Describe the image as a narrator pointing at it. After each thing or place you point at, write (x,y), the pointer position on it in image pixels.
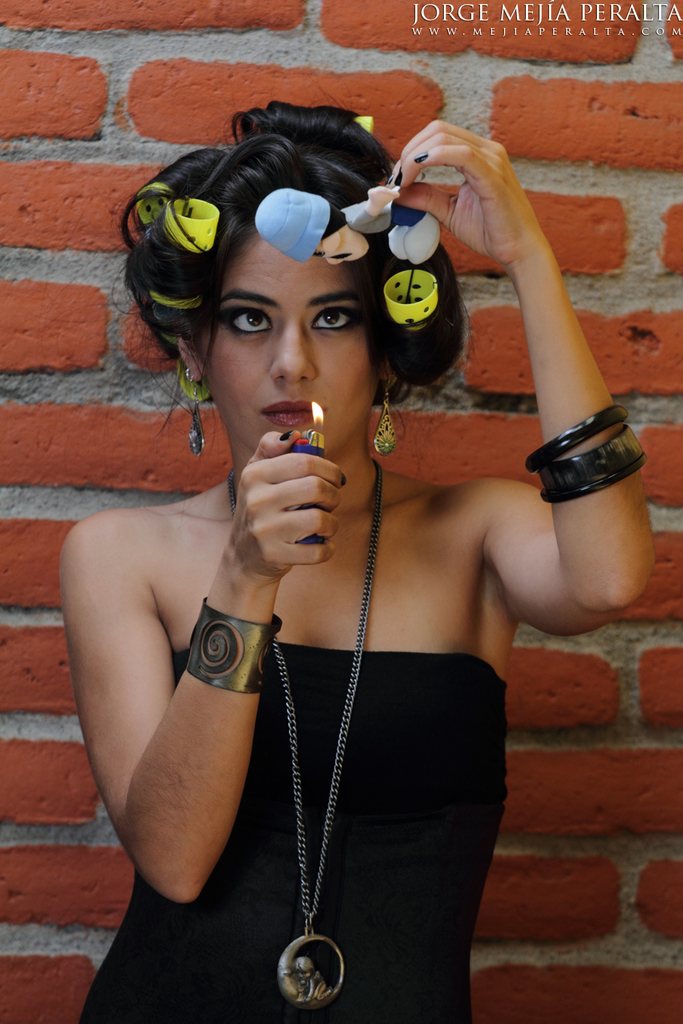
In this image we can see a person (342,844) wearing black color dress (364,691), bangles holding lighter (308,507) in her hands (277,479) and at the background of the image (377,52) there is brick wall (569,705).
